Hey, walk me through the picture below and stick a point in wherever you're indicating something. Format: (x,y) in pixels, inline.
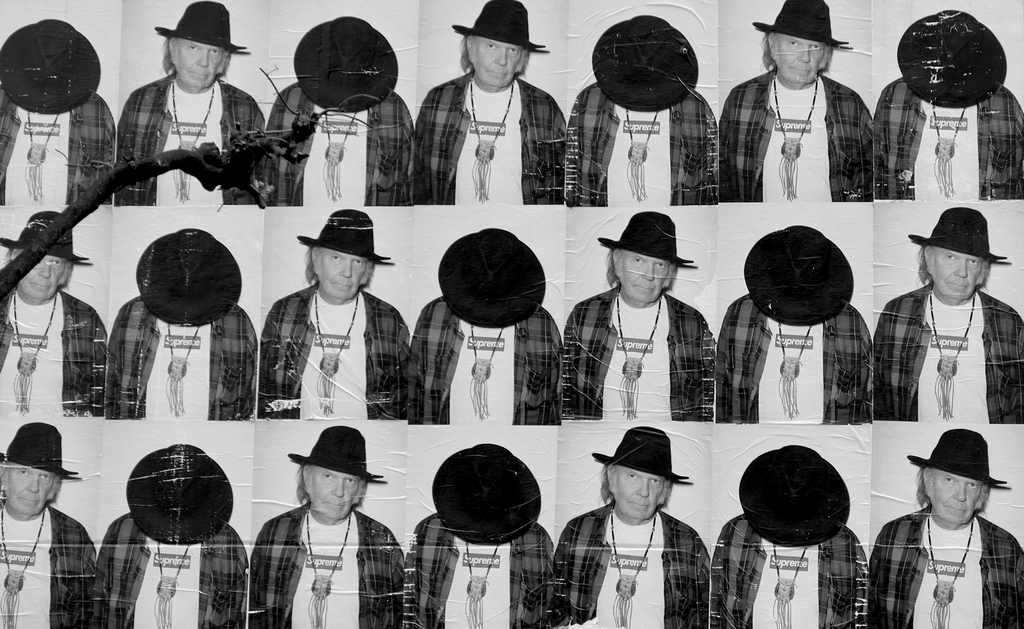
This is a black and white image. In this image we can see a collage of a person (189,340). On the left side of the image (5,294) there is a tree (249,174).
